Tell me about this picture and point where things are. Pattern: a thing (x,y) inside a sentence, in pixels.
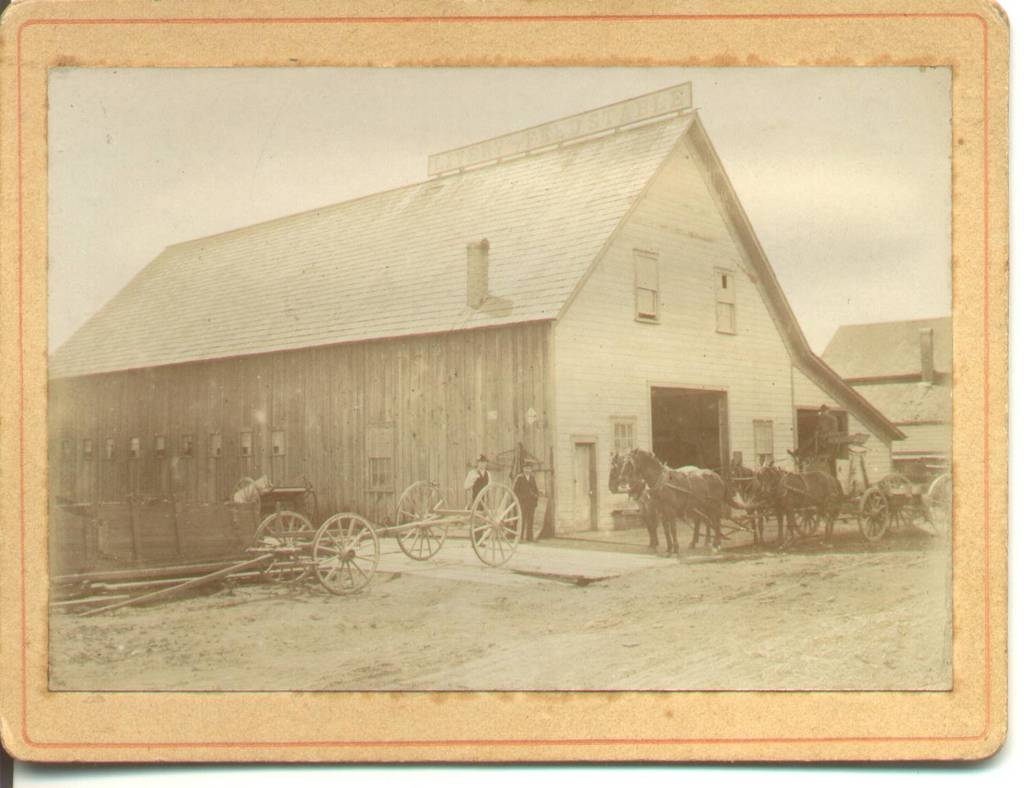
In the image there is an old photo frame (688,4), there is a wooden hut (553,247) and in front of the hut (439,433) there are few empty carts (334,518) and a horse cart (685,473).
